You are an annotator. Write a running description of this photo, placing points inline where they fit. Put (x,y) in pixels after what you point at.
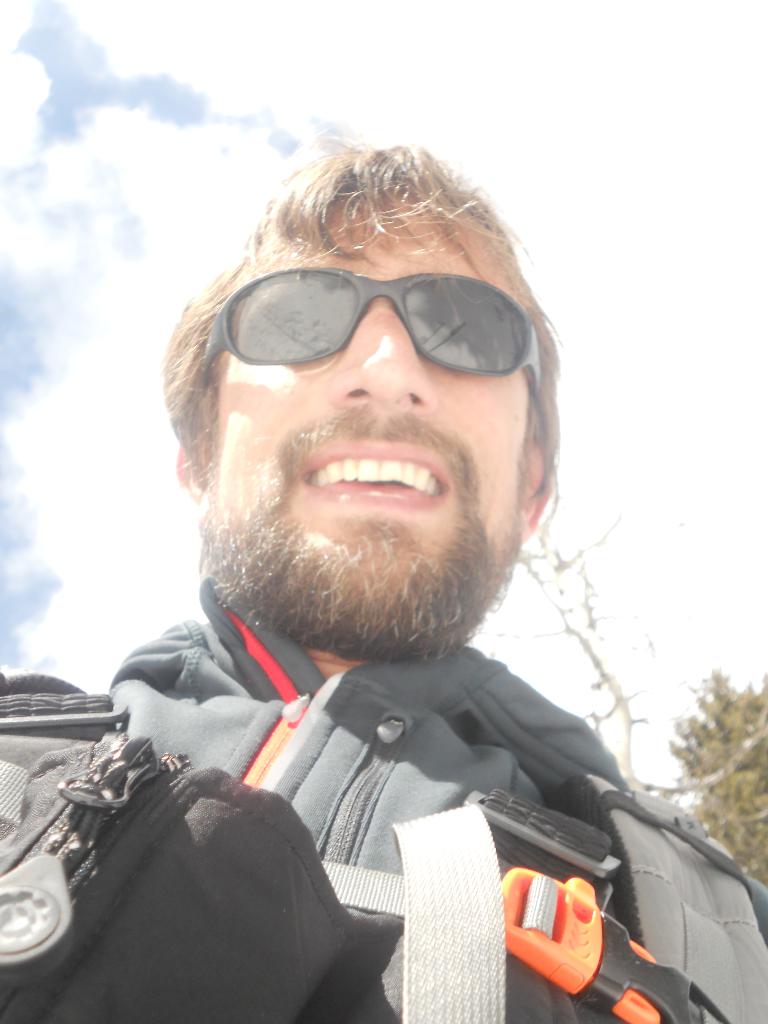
In the image we can see a man (367,708) wearing clothes (349,674) and spectacles (356,316), and the man (301,506) is smiling. We can even see a tree (732,771) and a cloudy sky (338,121).
